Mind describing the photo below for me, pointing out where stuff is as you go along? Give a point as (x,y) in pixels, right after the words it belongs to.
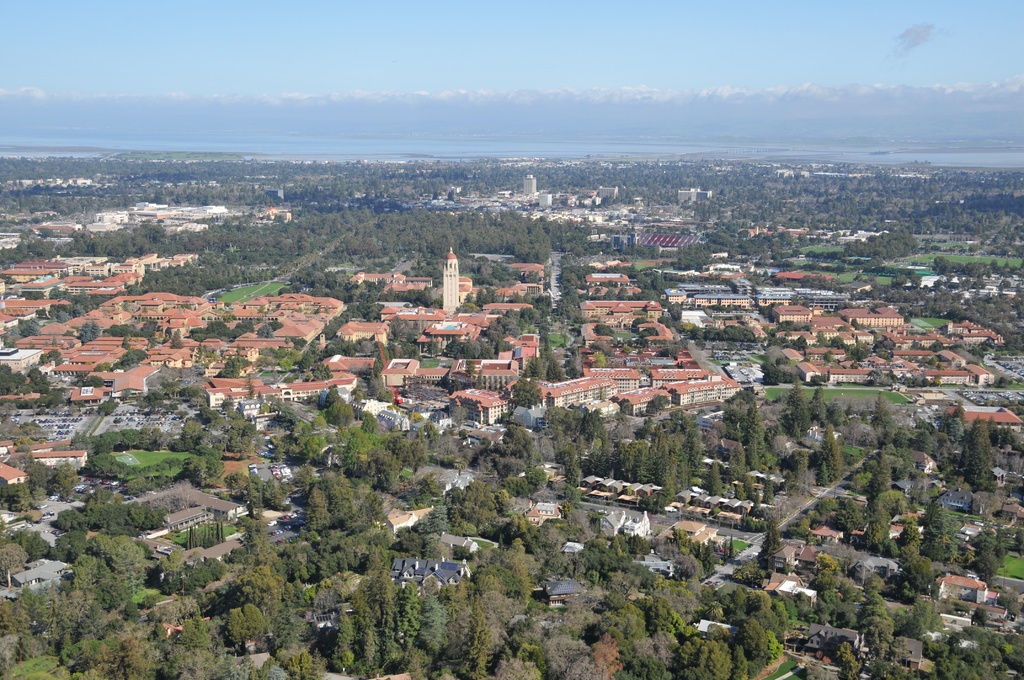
In this picture we can see so many buildings (465,366), houses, trees (478,510) and clouded sky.
